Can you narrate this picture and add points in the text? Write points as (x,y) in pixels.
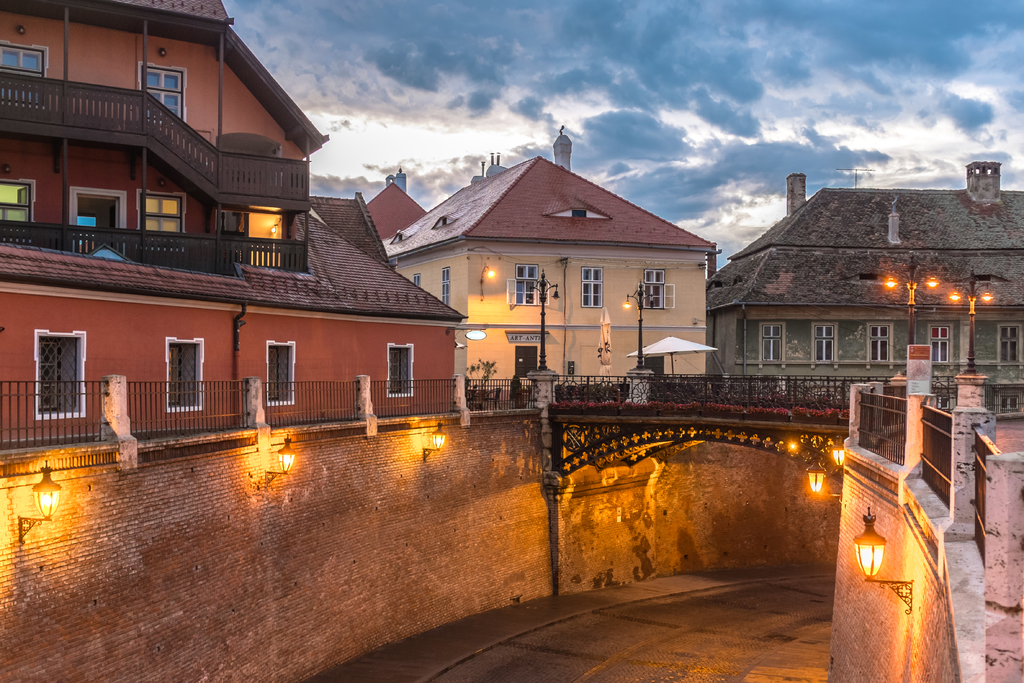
This is the road (681,649), there are lights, these are the buildings (633,290). At the top (595,82) it is the sky (595,82).
